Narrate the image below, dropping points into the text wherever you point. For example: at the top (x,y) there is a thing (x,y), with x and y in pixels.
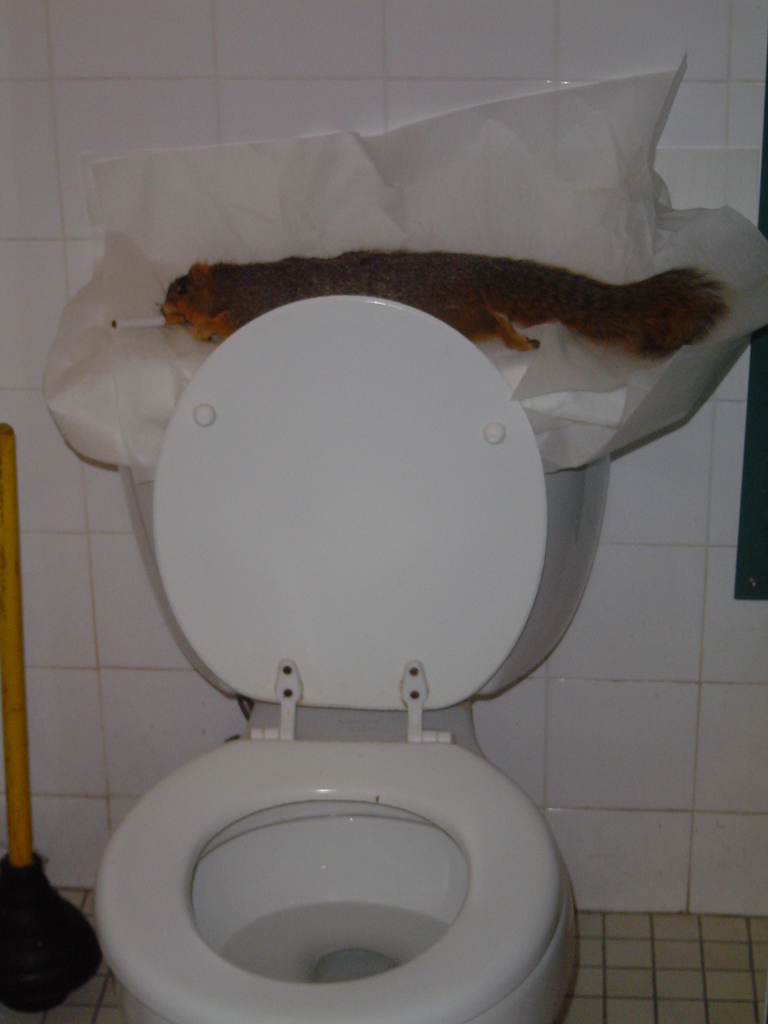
In the center of the image (429,437), we can see a toilet (355,405) and at the top (221,316), there is a paper (170,271), an animal (328,277) and a cigarette (127,323). In the background (301,79), there is a wall (591,796) and we can see a plunger (37,857). At the bottom (652,947), there is floor (683,944).
